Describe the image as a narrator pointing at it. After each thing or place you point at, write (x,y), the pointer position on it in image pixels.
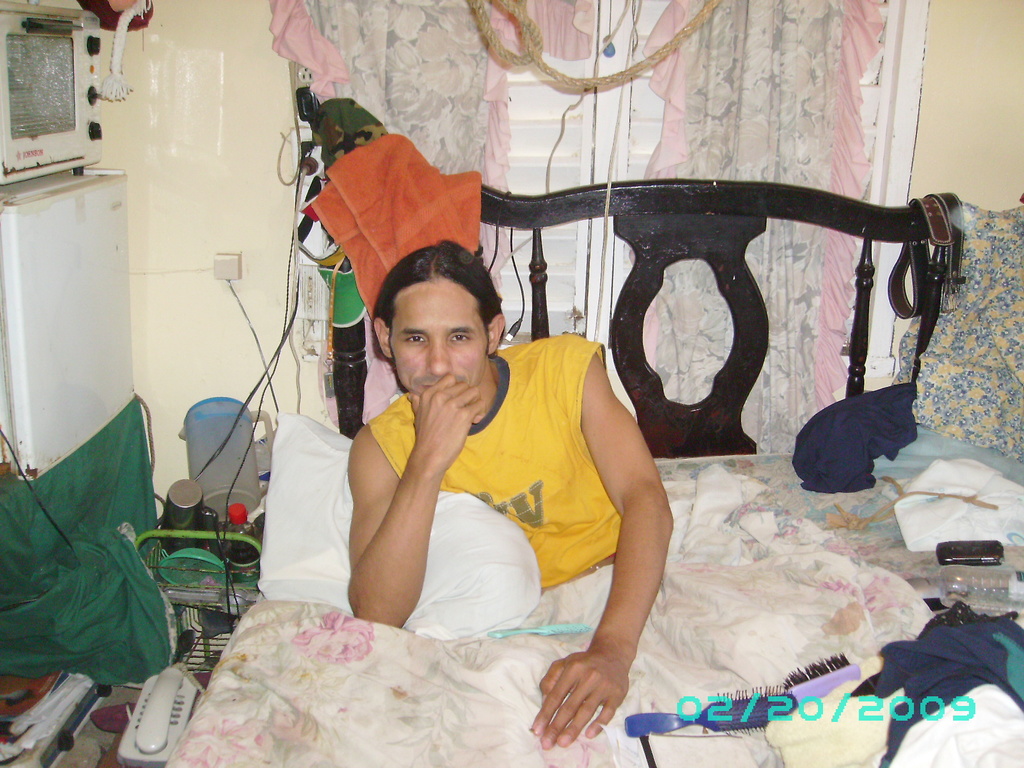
In this image we can see a person (644,521) sitting on the bed (549,616) and we can also see telephone (175,706), bottle (1009,603), combs (802,685) and curtains (477,90). We can see some text (870,707) written on the right side (763,717) at the bottom (715,711).
